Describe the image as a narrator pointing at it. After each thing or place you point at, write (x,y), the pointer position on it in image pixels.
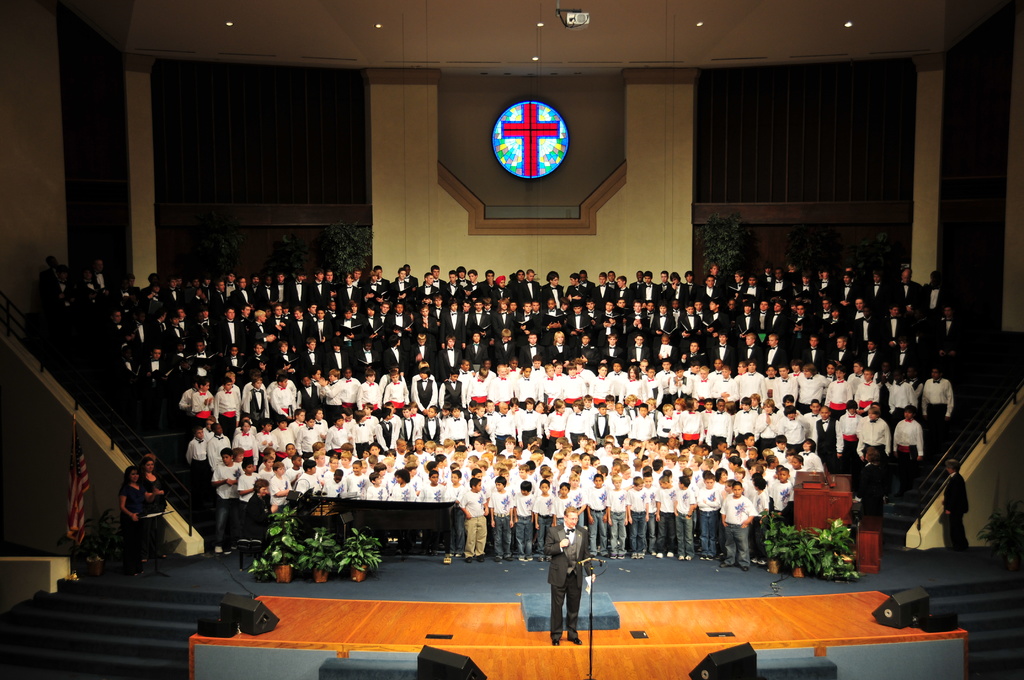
In the picture I can see a person (556,602) wearing blazer (579,578) is standing near the stand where a mic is placed on it. Here I can see two persons (132,541) are standing on the left side of the image (153,613), also I can see flag (75,481) and steps (120,630). Here I can see flower pots (823,547), many people (555,477) standing here among them few are wearing white color dresses (440,473) and a few are wearing black color dresses (593,334). In the background (608,126), I can see a stained glass (553,167) which is fixed to the wall (687,133) and I can see ceiling lights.
